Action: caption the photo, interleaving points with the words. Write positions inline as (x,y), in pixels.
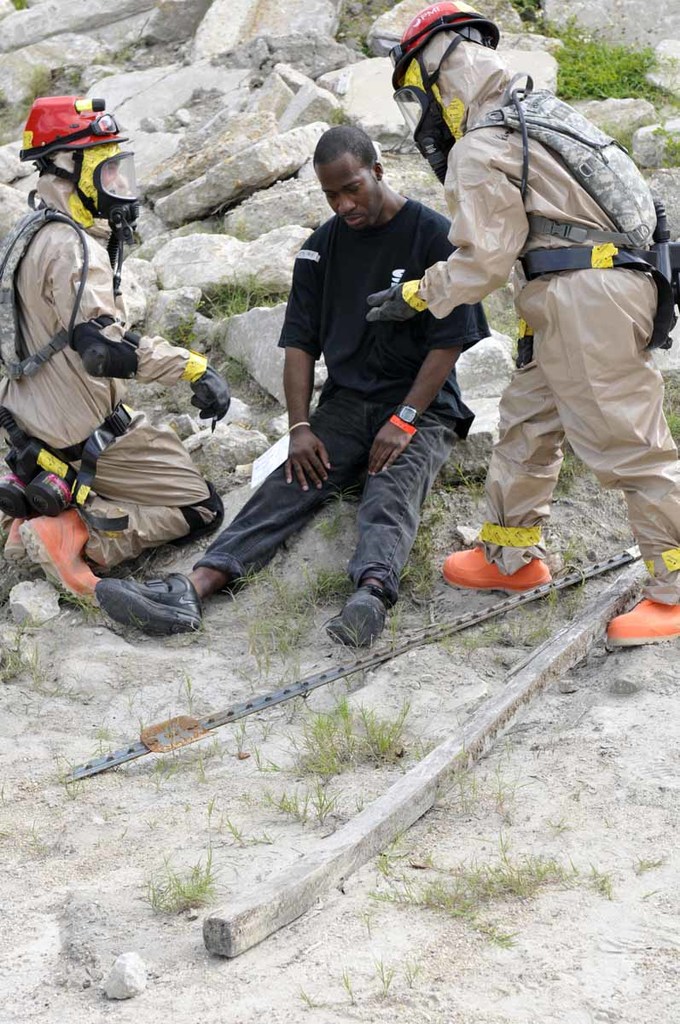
In this image in the center (331,408) there is one person (321,420) who is sitting, and on the right side (468,212) and left side (153,530) there are two persons (143,491) one person (458,282) is standing and one person (112,420) is sitting on his knees (177,530). At the bottom (409,898) there is sand (477,839), and in the background (168,66) there are some rocks (159,79) and grass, and in the foreground (415,808) there is a wooden stick (556,652).
